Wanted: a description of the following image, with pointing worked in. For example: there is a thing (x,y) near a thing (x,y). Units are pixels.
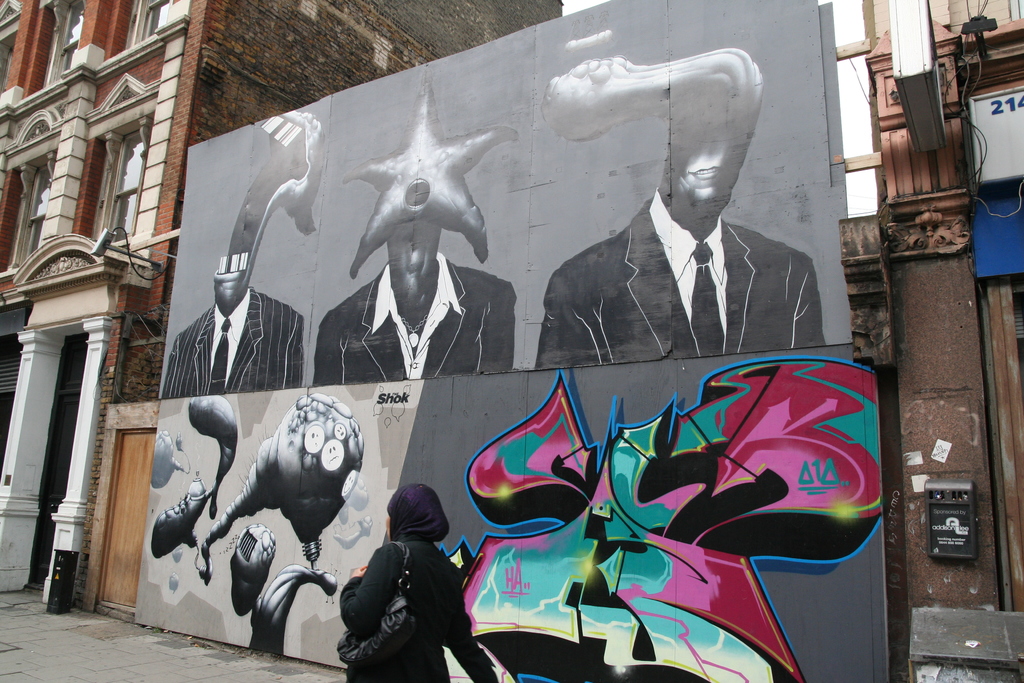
This image consists of a wall (388,403). On which we can see a painting (686,511). On the left (127,171) and right, there are buildings (942,280) along with windows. At the bottom (133,654), there is a road (46,648). And we can see a door (123,511) made up of wood (129,492).
